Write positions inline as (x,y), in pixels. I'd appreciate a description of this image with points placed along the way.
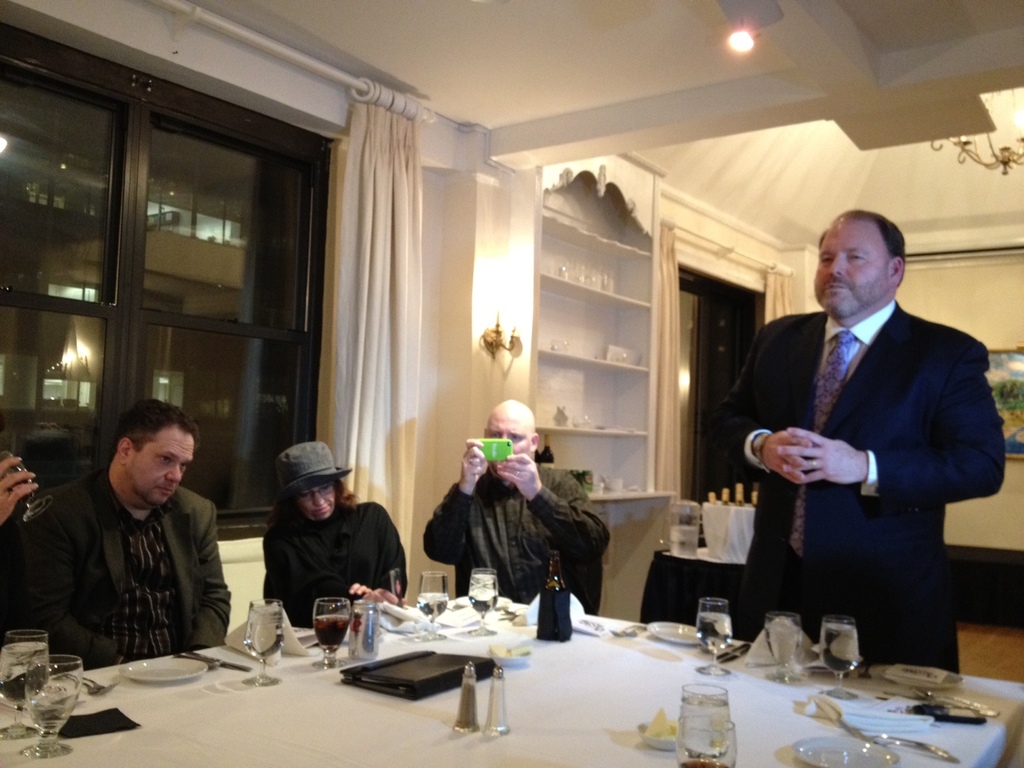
The person (862,409) in the right (867,442) is standing and there are group of people (174,473) sitting beside him and there is a table (479,636) in front of them which has some drinks (353,635) and some other objects (452,687) on it, The background wall (485,280) is white in color.
